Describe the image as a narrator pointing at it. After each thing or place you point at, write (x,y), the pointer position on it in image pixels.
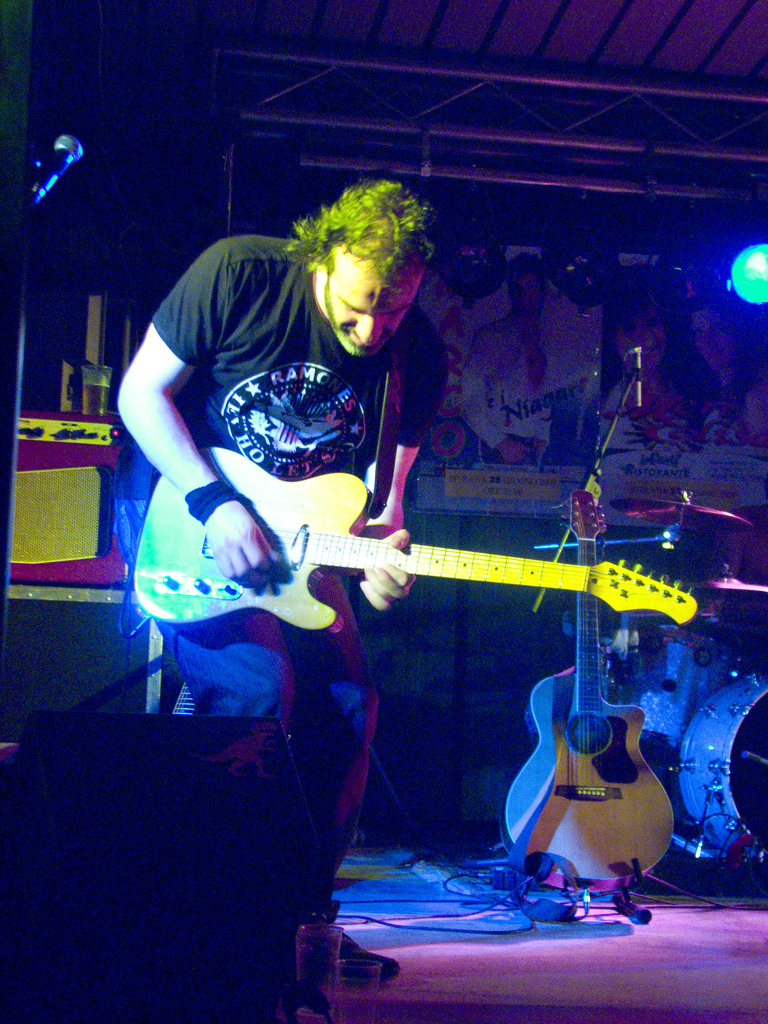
This is a picture of a man (179,330) who is wearing a black shirt (307,313) and holding a guitar (162,558) and there is a black band (225,494) tied on his right hand (202,507) and there are other musical instruments (654,724) behind him.
